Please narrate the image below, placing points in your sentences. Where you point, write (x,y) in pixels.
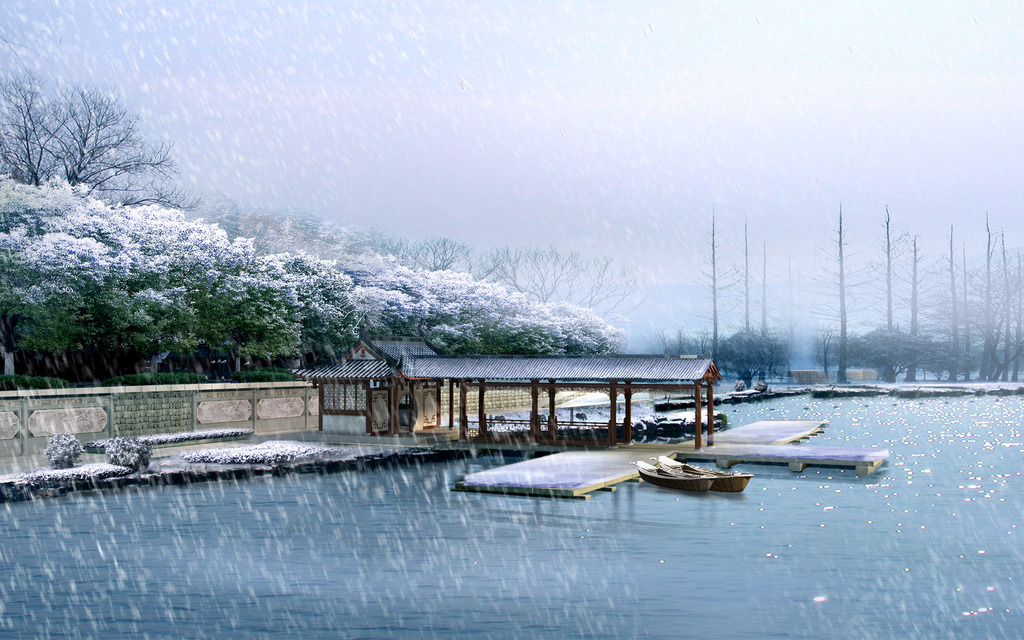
In this image we can see one small house (359,403) near the lake (406,480), snowing over a lake (455,520), two small boats (689,471) on the lake (297,485), some plants (278,373), some bushes (149,456), some big trees (72,270) on the ground (598,410), one wall (169,430) with text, some objects (866,374) on the ground (731,396), some snow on the trees (843,374), bushes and plants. At the top (214,194) there is the cloudy sky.
